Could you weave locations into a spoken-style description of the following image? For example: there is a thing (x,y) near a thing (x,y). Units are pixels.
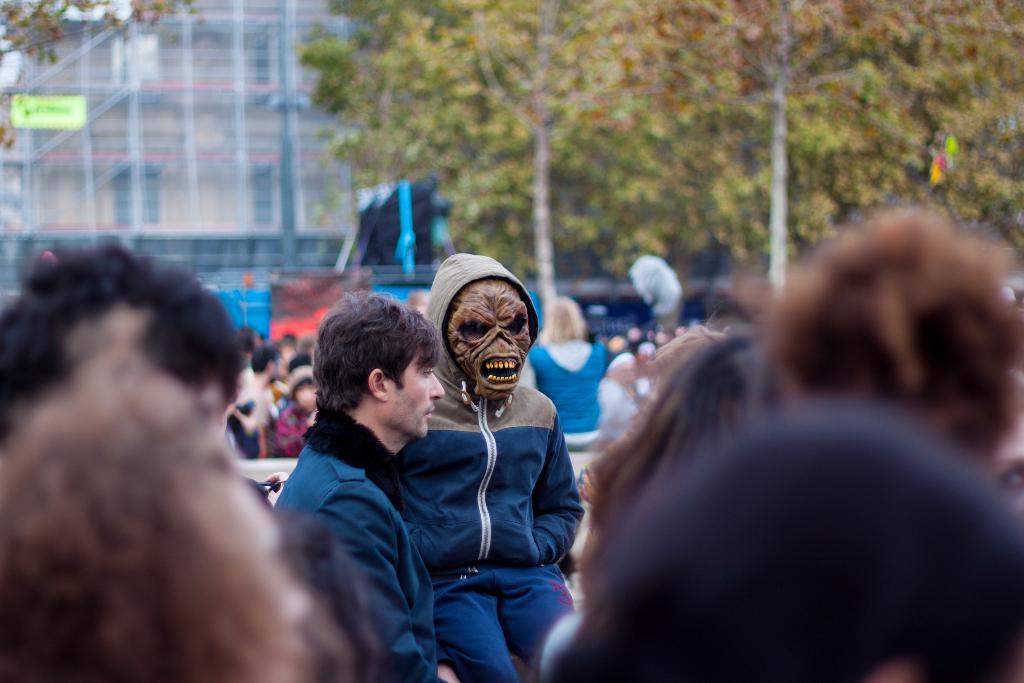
In this image we can see a few people (438,394), one of them is wearing a mask (502,342), there are trees (343,78), poles (242,98), there is a building (113,184), and the background (659,95) is blurred.
